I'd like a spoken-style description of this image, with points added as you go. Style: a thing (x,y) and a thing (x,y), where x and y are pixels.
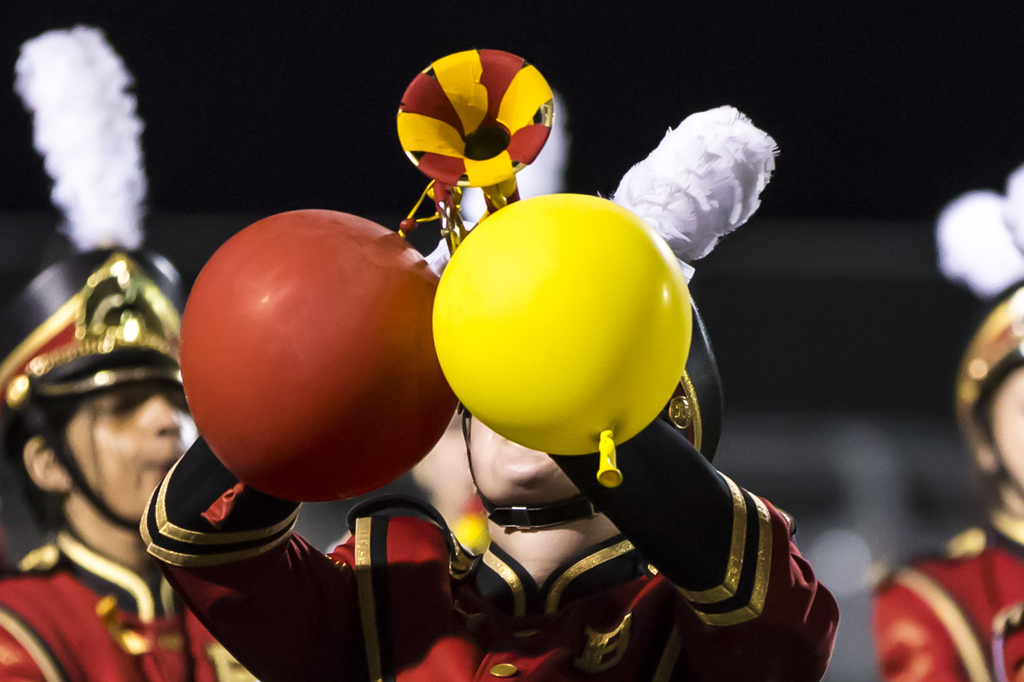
In this image we can see few persons (472,557). In the foreground (419,447) we can see a person (503,612) playing a musical instrument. The background of the image (903,413) is blurred.
